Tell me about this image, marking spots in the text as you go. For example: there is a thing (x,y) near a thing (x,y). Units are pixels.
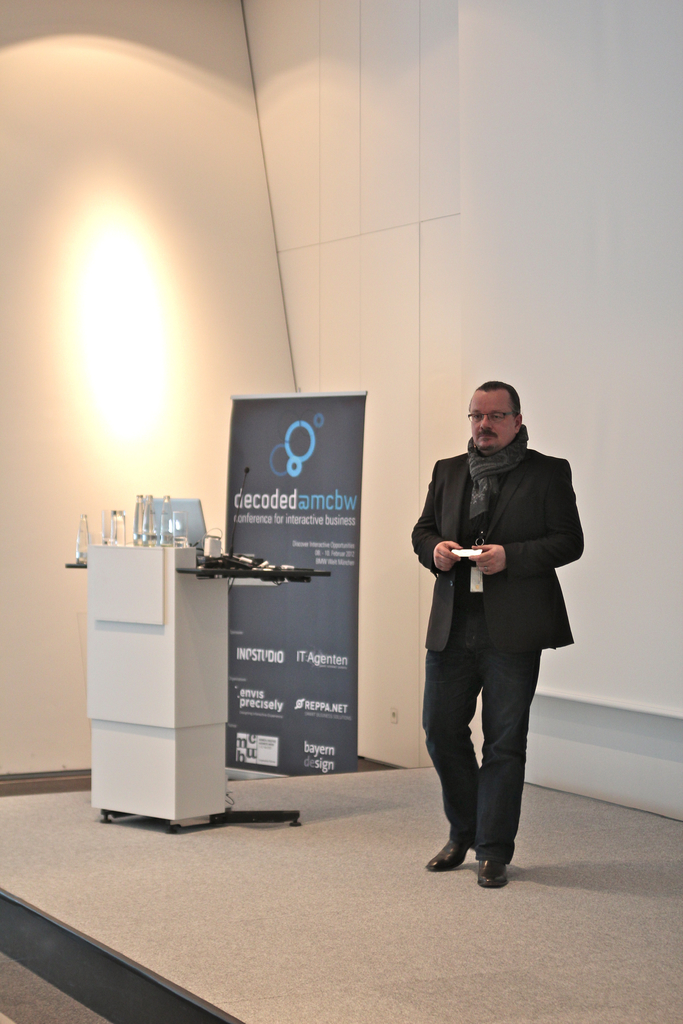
In the center of the image (450,479), we can see a person (455,570) wearing a coat (447,525), scarf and an id card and holding an object (452,556). In the background (138,554), there is a podium (129,549) and we can see some objects (152,542) on it and there is a banner (299,493) with some text (314,504) and logos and there is a wall (457,211) and we can see light focus (95,410). At the bottom (319,915), there is a floor (149,856).
